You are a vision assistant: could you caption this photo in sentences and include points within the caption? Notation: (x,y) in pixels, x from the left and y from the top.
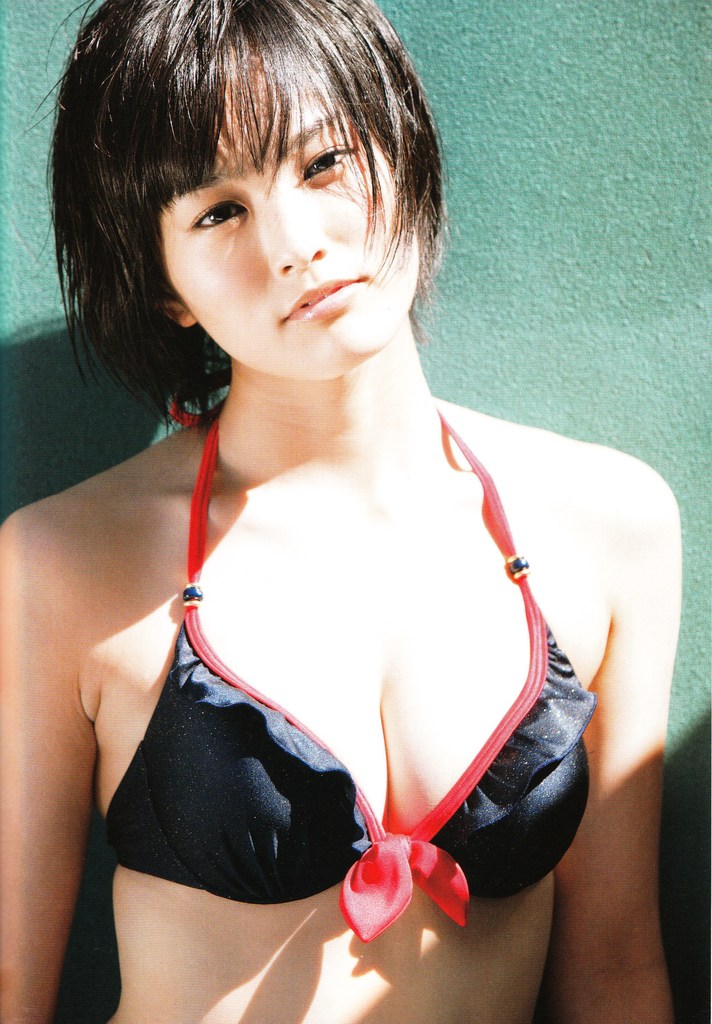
In this picture, we see a woman (363,579) is standing and she is posing for the photo. Behind her, we see a wall (550,270) which is green in color.
